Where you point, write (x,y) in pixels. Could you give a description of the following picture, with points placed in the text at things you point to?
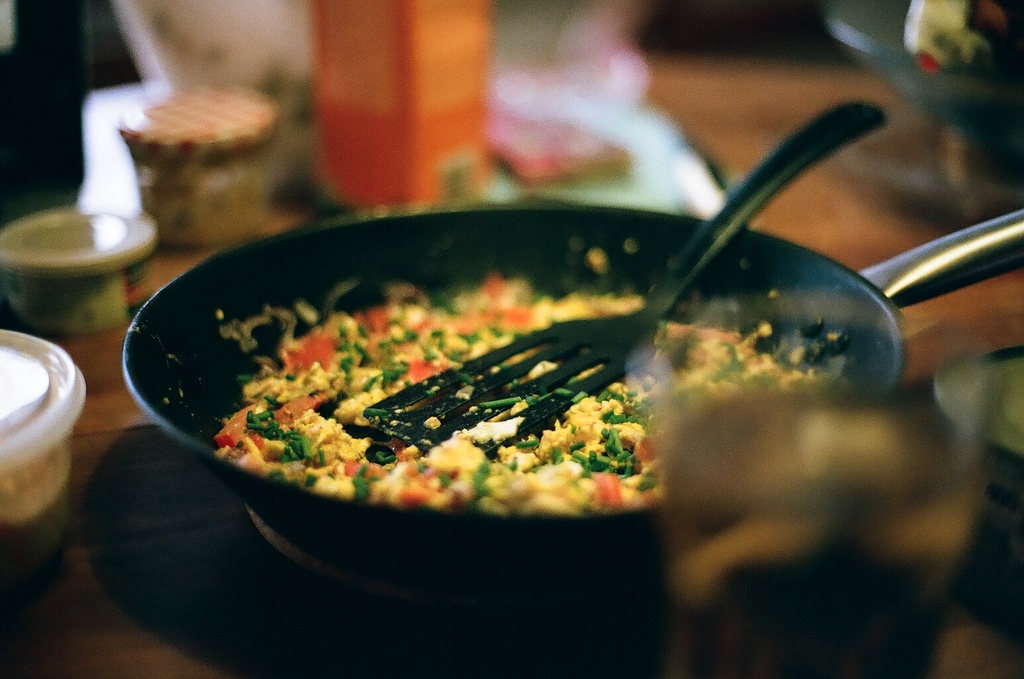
We can see food (288,335), container (23,272) and some objects (199,206) on wooden surface (164,574).
